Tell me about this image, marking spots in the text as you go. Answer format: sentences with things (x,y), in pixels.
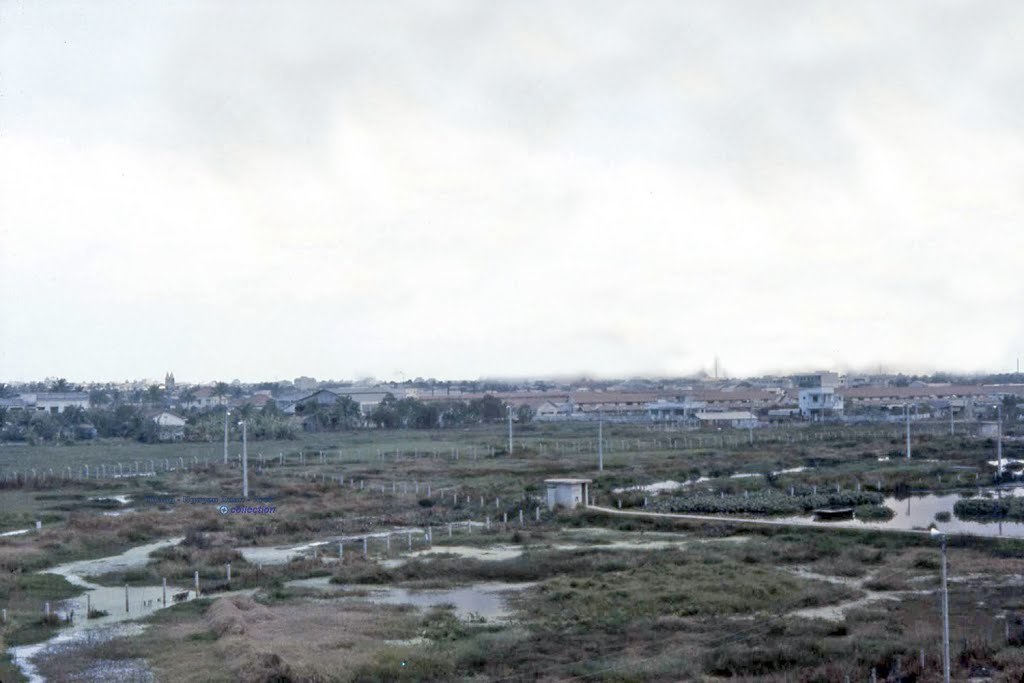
In this image there are lamp posts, water (470,590), grass (390,553), bushes (284,539), concrete poles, trees (376,412) and houses (588,400).
